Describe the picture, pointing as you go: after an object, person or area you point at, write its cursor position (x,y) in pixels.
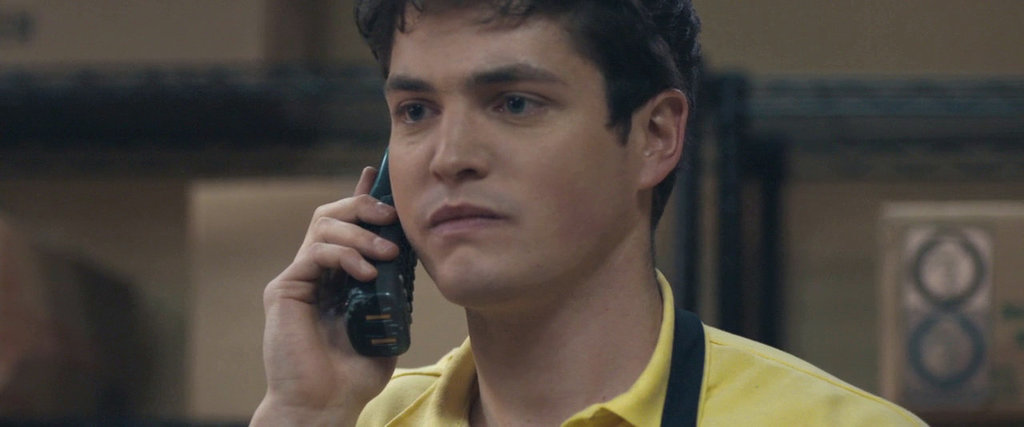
In this image we can see a man (568,302) holding a phone (388,289) and a blurry background (966,160).
